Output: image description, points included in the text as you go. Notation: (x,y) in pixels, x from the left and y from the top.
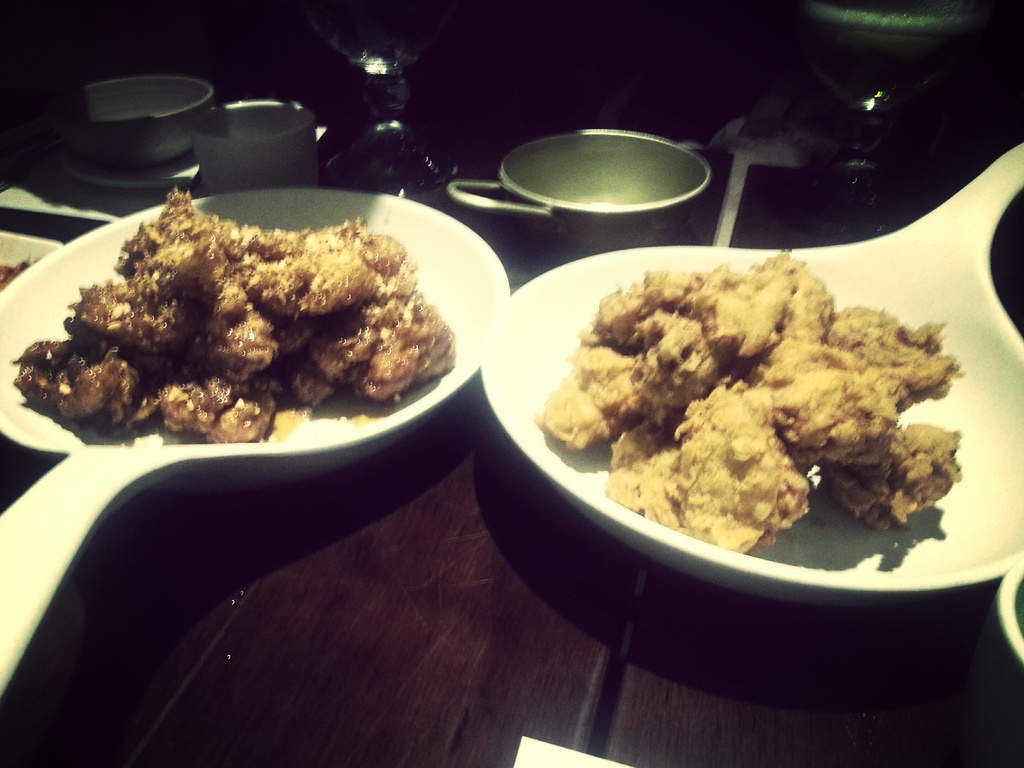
In this image, we can see two white color spoons (348,423), there is some food (419,372) in the spoons (640,260) and there are some utensils (451,180).
